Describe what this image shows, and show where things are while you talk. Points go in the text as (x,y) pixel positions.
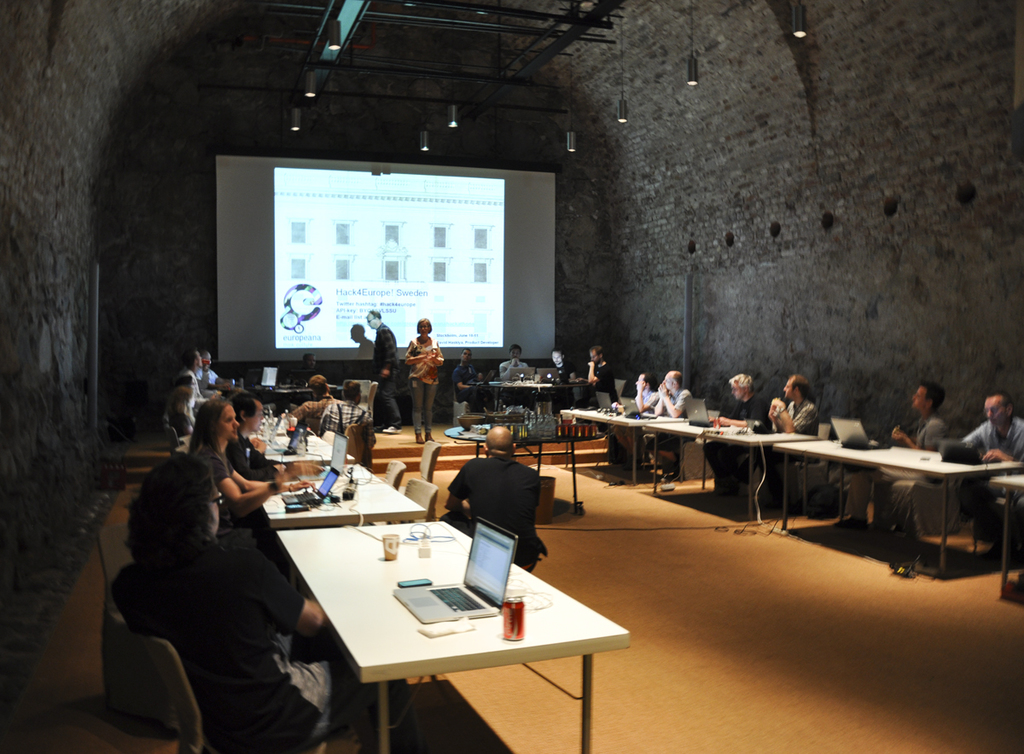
In the image we can see there are many people (509,475) sitting on chair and two of them are standing. There are many chairs (370,389) and table (390,563) in the room (789,65). On the table (360,546) there is a laptop (438,594) and a glass (394,544) kept. This is a projected screen (384,234), this are the lights (626,116).
